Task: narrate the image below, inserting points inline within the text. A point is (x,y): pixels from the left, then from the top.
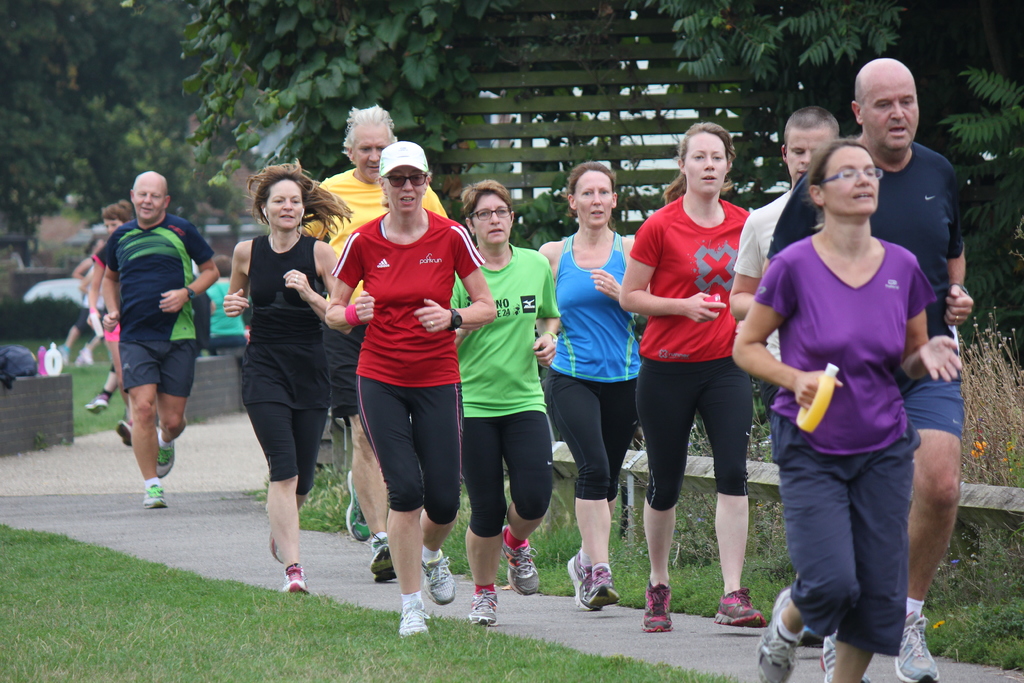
There are people (647,395) running and we can see grass (430,632) and plants (995,420). Background (313,95) we can see trees (472,22) and objects (54,356) on wall (54,398).
